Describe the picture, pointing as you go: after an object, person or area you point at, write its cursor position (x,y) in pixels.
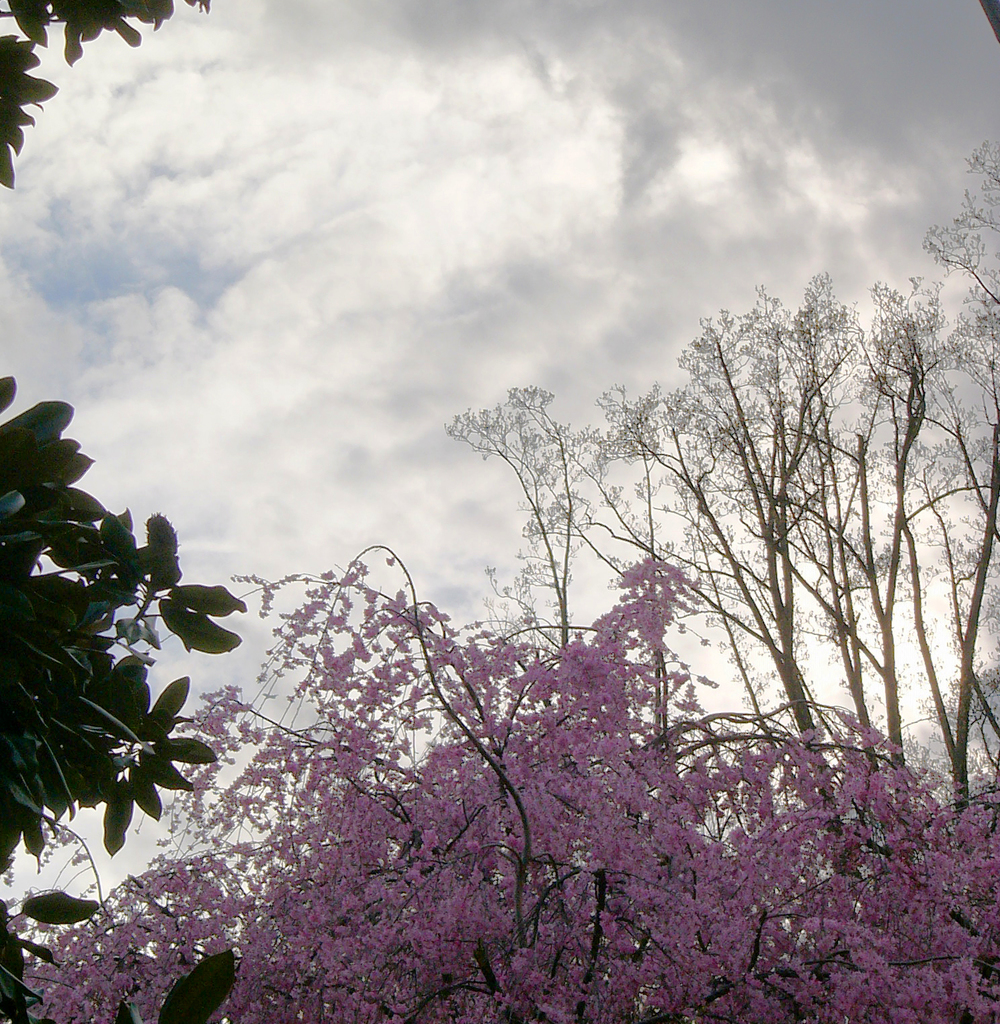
In this picture I can see a tree (563,690) with pink flowers (593,660), there are trees (662,664), and in the background (565,334) there is sky (461,101).
